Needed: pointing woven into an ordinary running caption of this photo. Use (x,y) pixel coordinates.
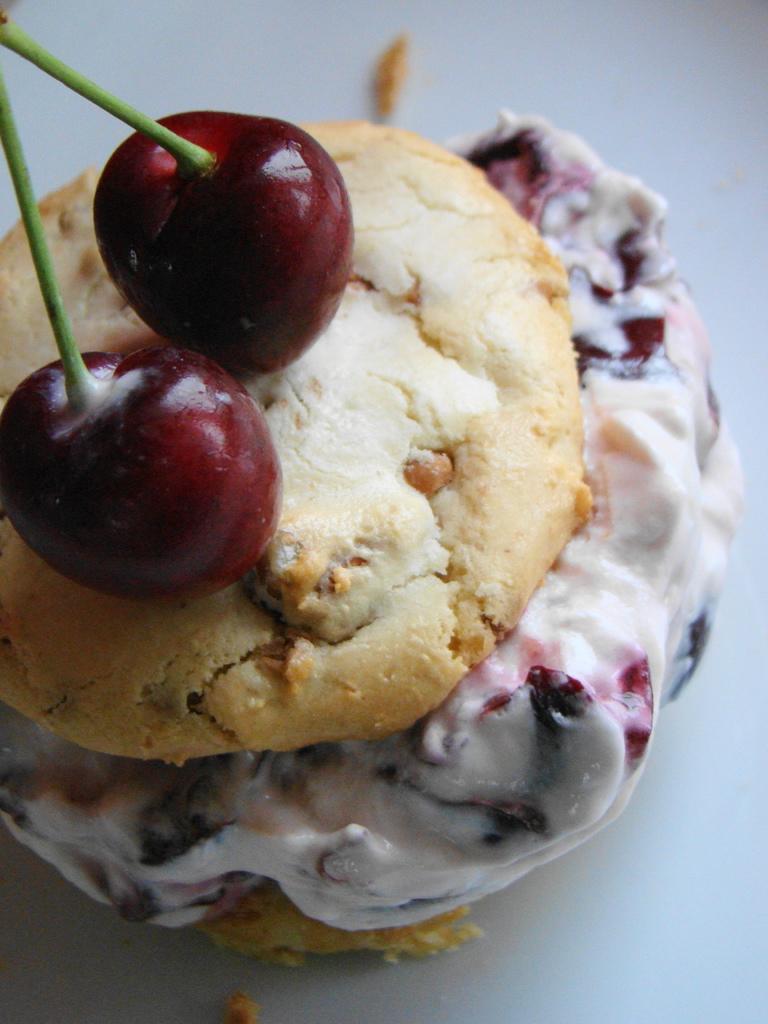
In this image, I can see two cherries (163,362) with stems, which are kept on a food item (503,583). There is a white background (183,22).
